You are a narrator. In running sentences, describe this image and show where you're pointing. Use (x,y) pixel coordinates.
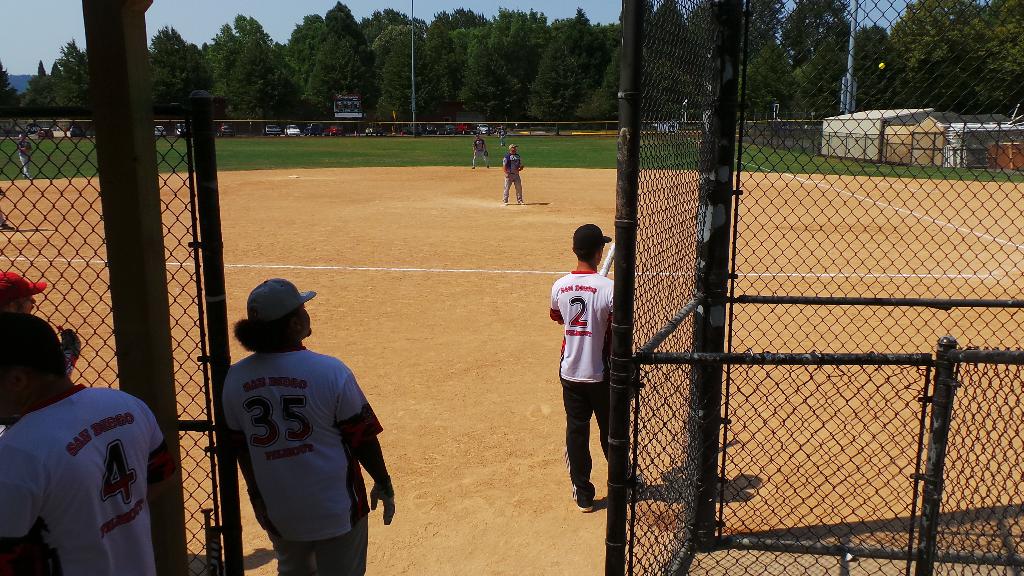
In this image we can see few people (486,158) some of them are standing in the ground (469,243) and some of them are standing near the fence (179,276), there is a pillar (141,201), there are few sheds (907,129) on the right side (862,122), there are poles (854,19), few vehicles (271,129), trees (374,98), a board (359,100) near the trees (363,89) and the sky (250,13) in the background (287,7).
